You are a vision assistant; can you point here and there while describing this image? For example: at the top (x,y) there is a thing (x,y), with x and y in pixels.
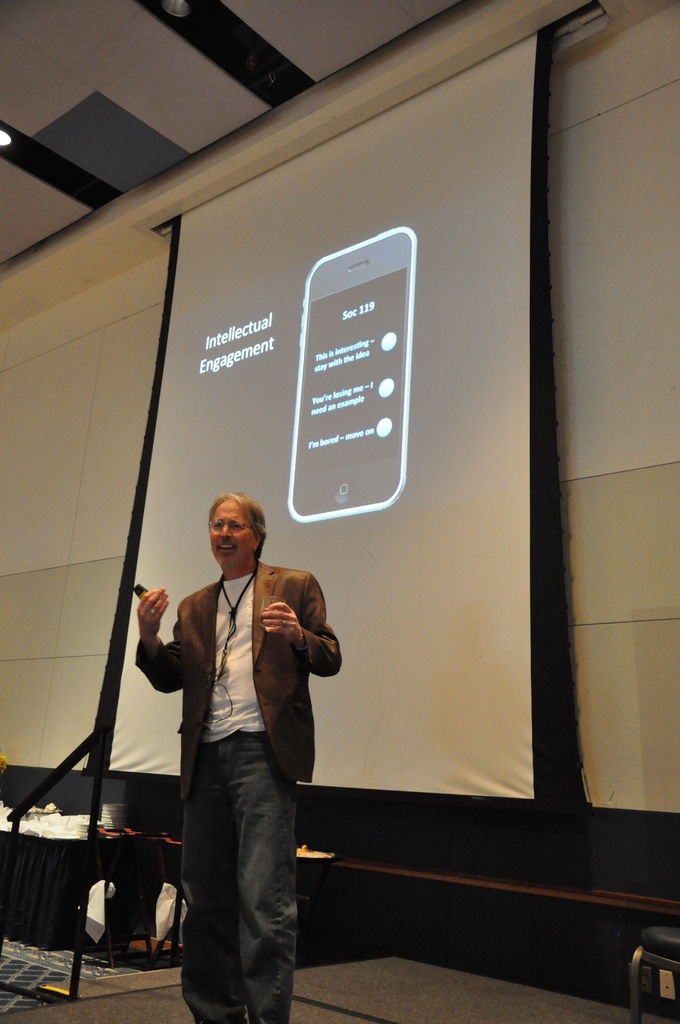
In the image there is a man (194,607) standing. Behind him there is a screen (328,278) with an image (311,400) and something is written on it. And on the left side of the image (58,815) there is a table (34,823) with a few items (34,823) on it. At the top of the image (22,172) there is ceiling (206,96) with lights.
